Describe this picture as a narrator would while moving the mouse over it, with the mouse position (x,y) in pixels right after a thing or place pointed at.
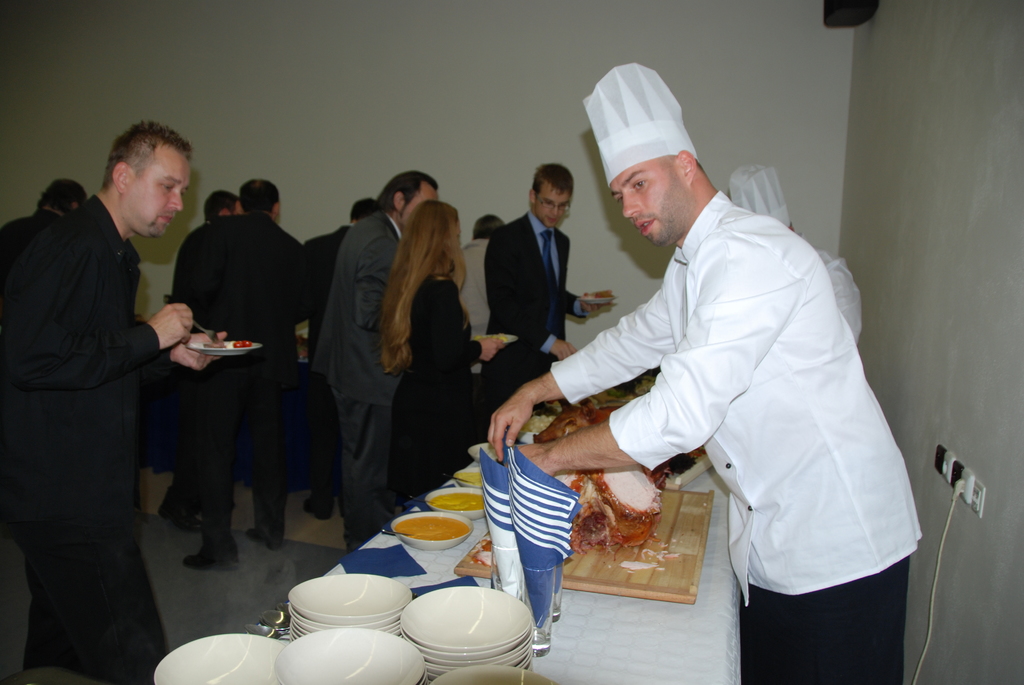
This picture is clicked inside. On the right (767,357) there are two persons (751,257) wearing aprons (784,382) and standing on the ground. In the center (508,454) there is a table (659,661) on the top of which napkins (508,590), glasses (561,576), bowls (476,649) and some food items (588,504) are placed. On the left (275,323) we can see the group of persons (12,264) standing on the ground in which we can see some of them are eating food (590,292). In the background (563,118) we can see the wall (679,22) and the wall sockets (973,492).
